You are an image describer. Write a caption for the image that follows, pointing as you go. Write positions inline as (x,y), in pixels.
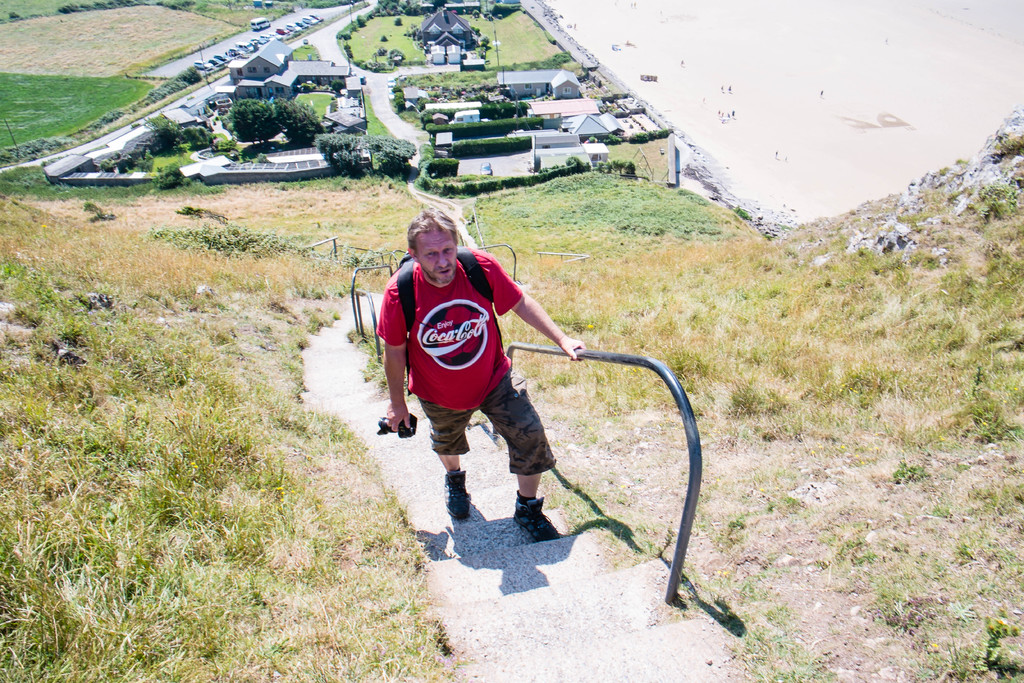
In the picture I can see a person (460,416) wearing red color T-shirt (472,398) and shoes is carrying a backpack (407,331) and holding a camera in his hands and climbing the steps (435,555). Here I can see grass (557,306), I can see trees (495,116), houses (518,91), vehicles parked on the road (290,22) and I can see farmlands (138,85) in the background (70,124).
